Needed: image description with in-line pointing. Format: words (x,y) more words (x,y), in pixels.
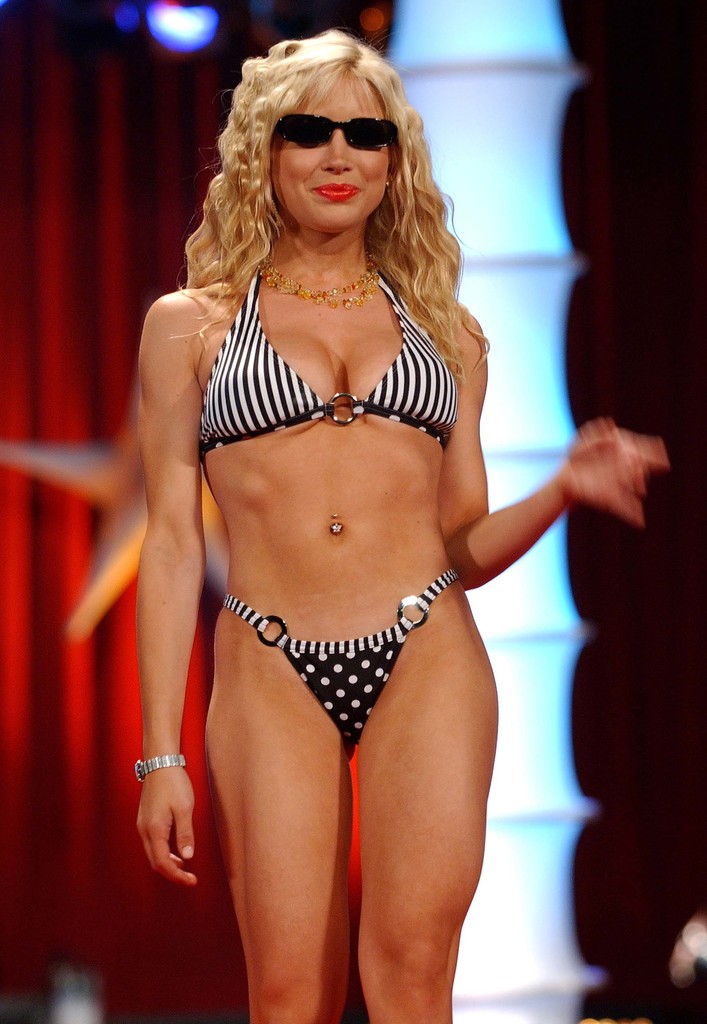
In this picture we can see a woman (372,785) standing on the stage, she is wearing spectacles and in the background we can see a red color curtain (12,565).
